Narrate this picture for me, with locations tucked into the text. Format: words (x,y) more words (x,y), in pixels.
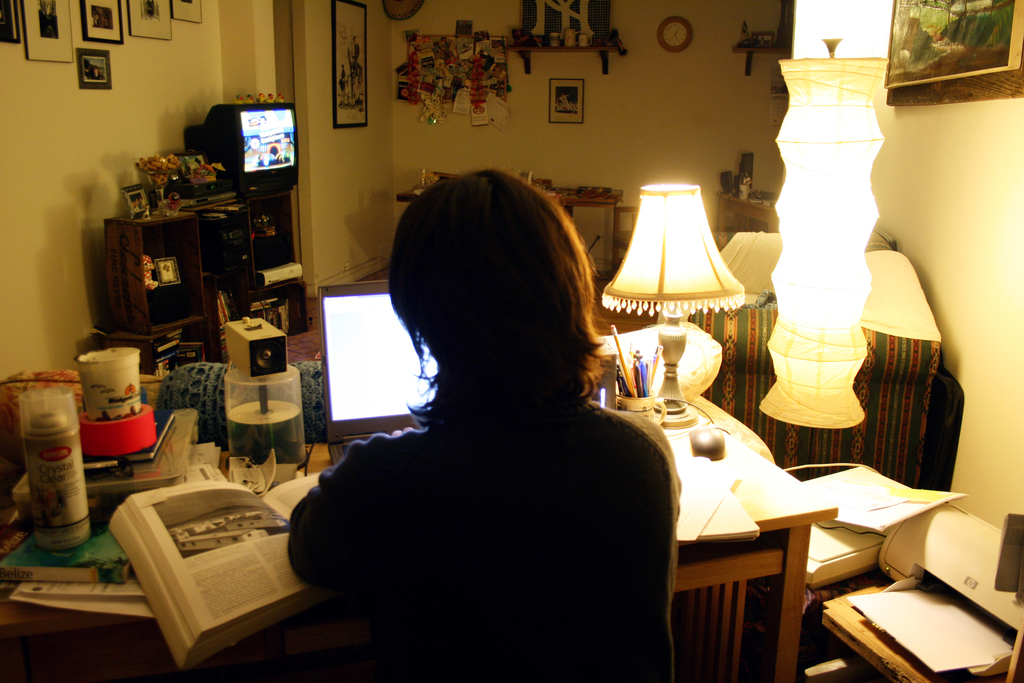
Picture of a room (215,148). On a wall (223,28) there are different type of pictures (116,41). Clock (663,47) is attached with the wall (690,58). This woman (560,342) is sitting on a chair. In-front of this woman (442,500) there is a table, on a table (78,603) there is a book (190,532), laptop (371,395), CD holder (260,406), spray (37,493), jar (104,394), pen holder (653,405) and a lantern lamp (703,276). On a rack (152,247) there is a television (257,146). This is a printing machine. Far there is a table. On a rack (260,203) there is a flower vase (157,190).
